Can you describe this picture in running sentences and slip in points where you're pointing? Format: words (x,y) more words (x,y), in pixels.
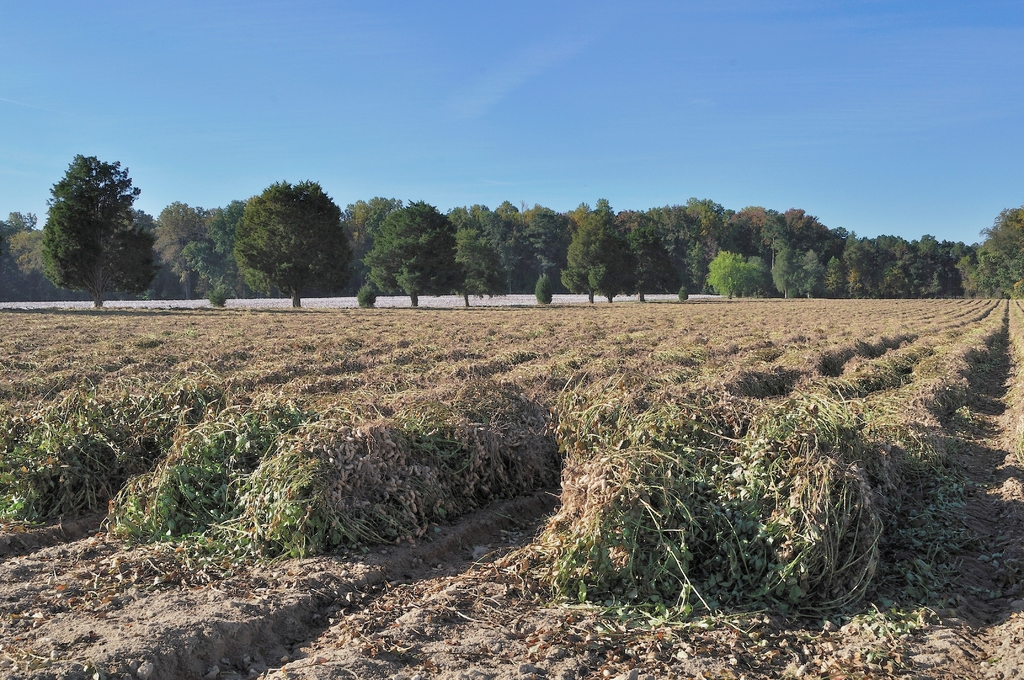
In this image, there are some plants (385,439) removed from the ground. There are some trees (531,221) in the middle of the image (446,237). There is a sky (606,159) at the top of the image (451,72).
